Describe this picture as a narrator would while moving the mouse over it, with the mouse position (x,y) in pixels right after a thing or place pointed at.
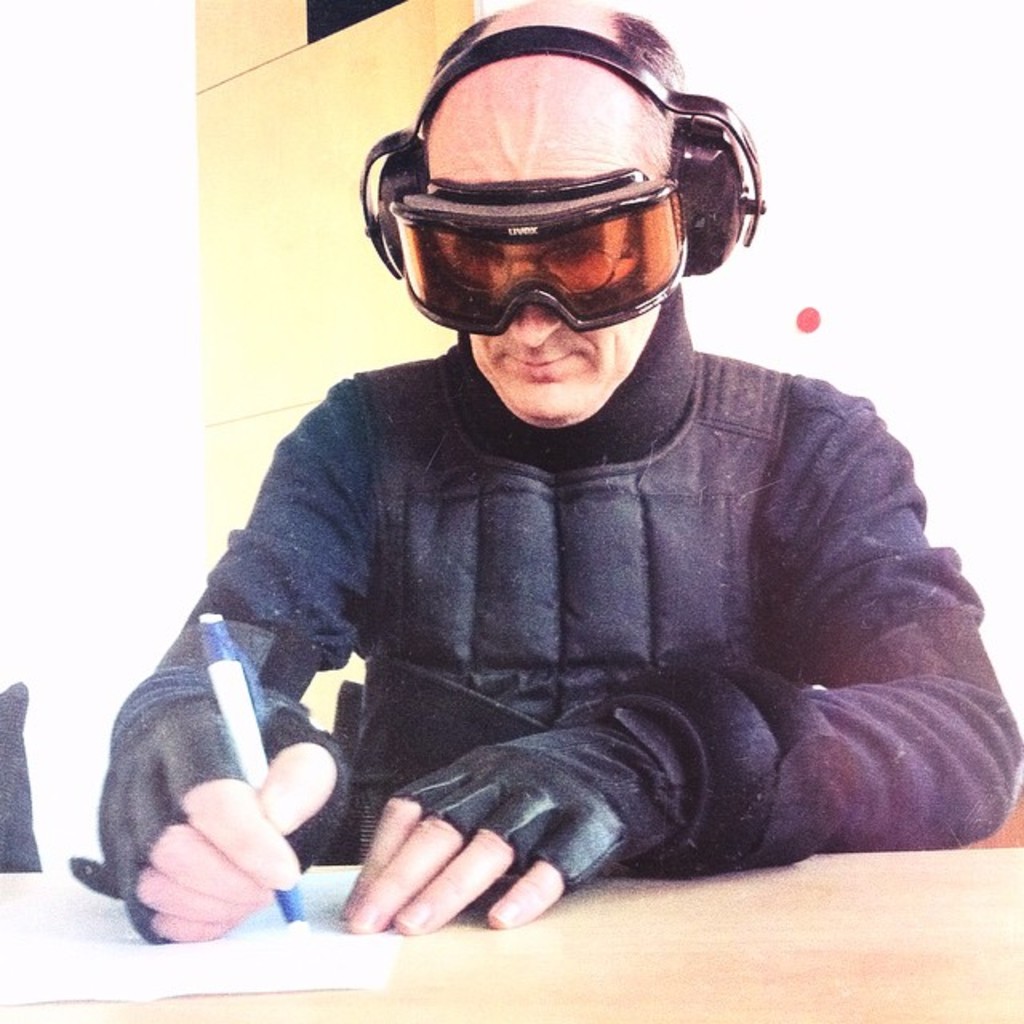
In this image there is a person (504,592) holding a pen (255,700) and writing on the paper (289,959), which is on the table (715,944) and in the background (390,130) there is a wall (353,176) of a building (258,277).
